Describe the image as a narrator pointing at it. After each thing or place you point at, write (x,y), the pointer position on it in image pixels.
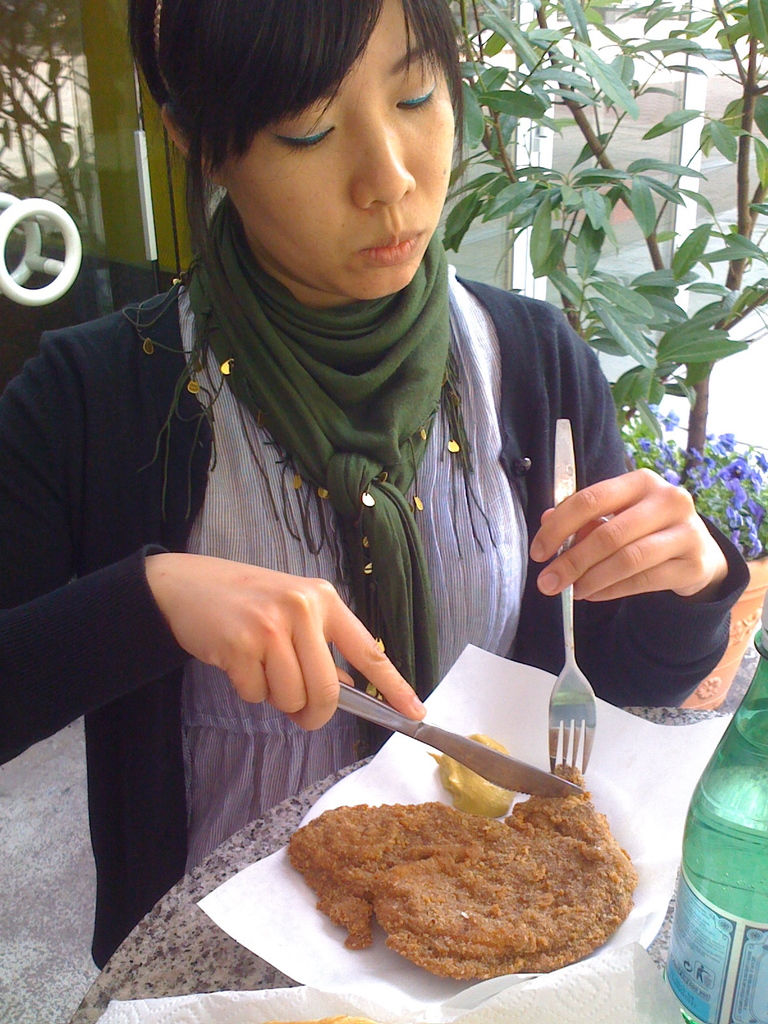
In this picture we can see a woman (405,614), she is holding a fork (578,707) and a knife (512,780), in front of her we can see food (518,909), napkins (656,849) and a bottle (766,714) on the table (283,830), in the background (504,146) we can see few plants (596,217) and flowers (692,460).
